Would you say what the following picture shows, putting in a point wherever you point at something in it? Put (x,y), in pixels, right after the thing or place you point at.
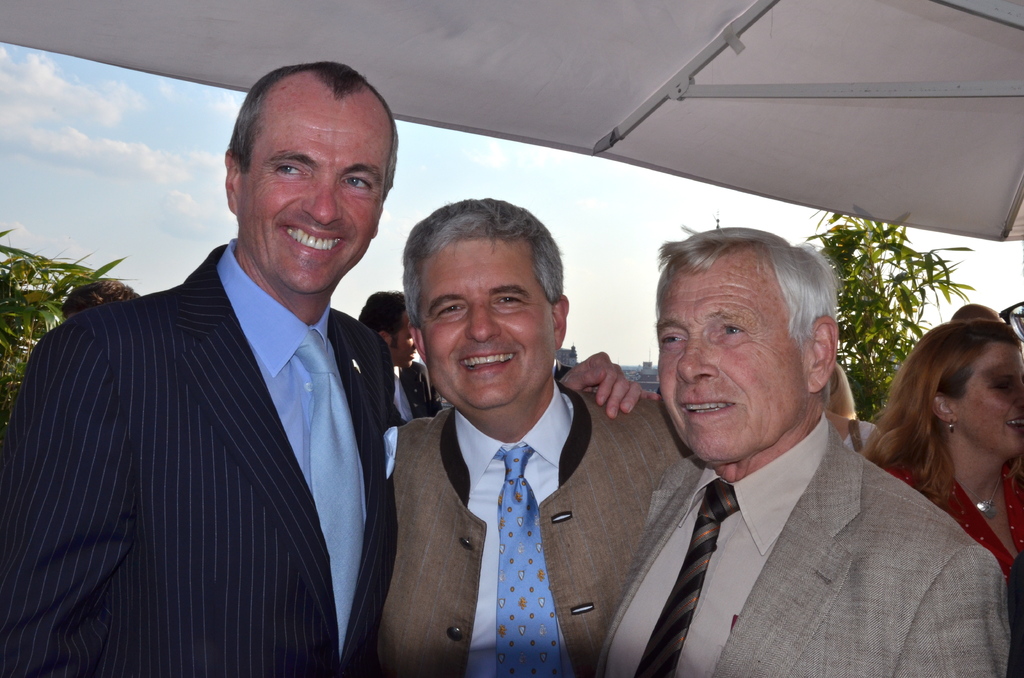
In this image there are people (810,377), white object (584,100), trees (849,308) and cloudy sky (110,118). In the front of the image (750,272) I can see people (550,391) are smiling.
